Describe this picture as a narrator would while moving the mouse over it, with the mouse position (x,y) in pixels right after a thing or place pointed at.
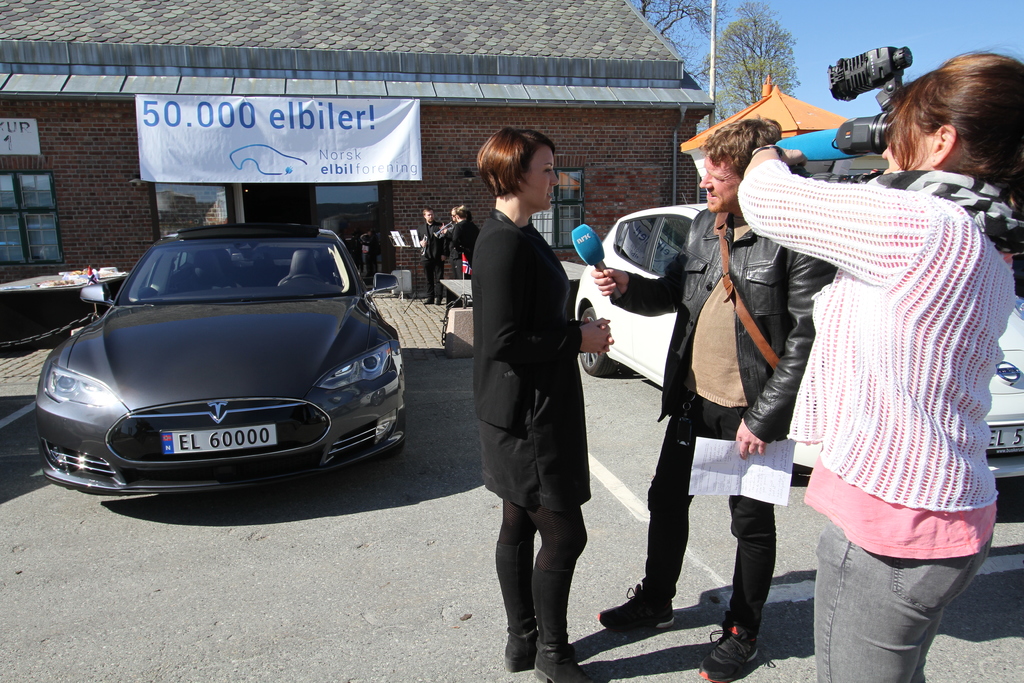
In the center of the image (351,410) there are cars (336,414). On the right (718,400) there are people (551,442) standing. The lady (865,583) standing in the corner is holding a camera (891,108) in her hand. In the center (670,266) we can see a man (639,286) holding a mic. In the background (437,188) there is a shed (433,189) and we can see a board (227,125). There are people (468,242). At the top (965,9) there is sky (951,18). We can see trees (738,57) and a pole (712,54).
